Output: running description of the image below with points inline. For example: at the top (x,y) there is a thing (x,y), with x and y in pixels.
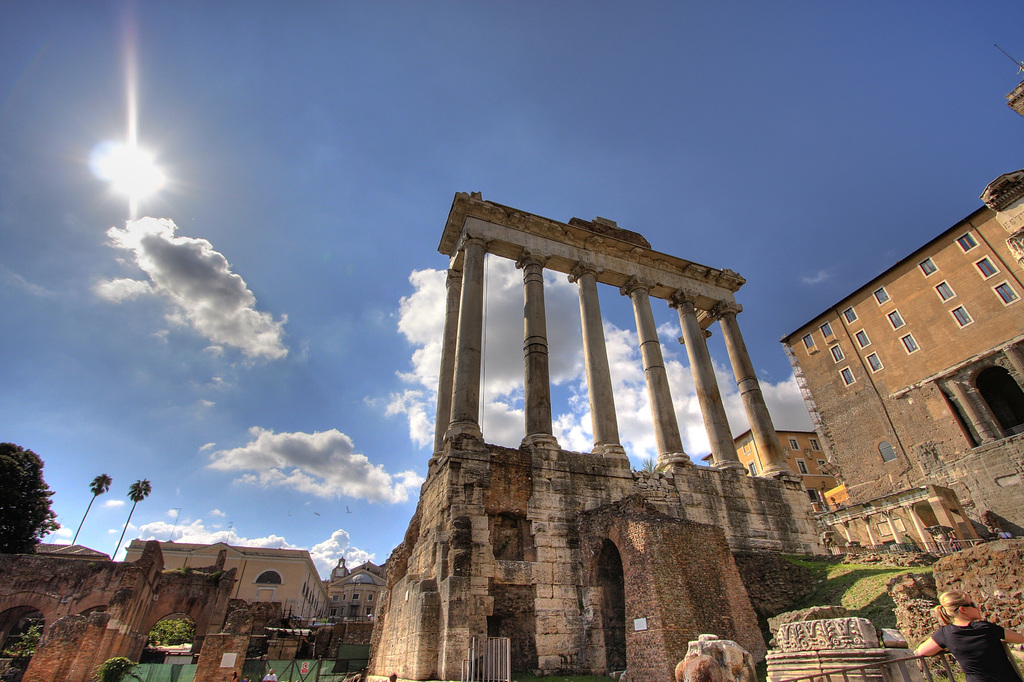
In this picture there is a woman (975,632) standing and we can see fence (827,677), pillars (530,398), wall (375,645), buildings (304,580), trees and windows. In the background of the image (199,286) we can see sky (196,315) with clouds (199,302).
